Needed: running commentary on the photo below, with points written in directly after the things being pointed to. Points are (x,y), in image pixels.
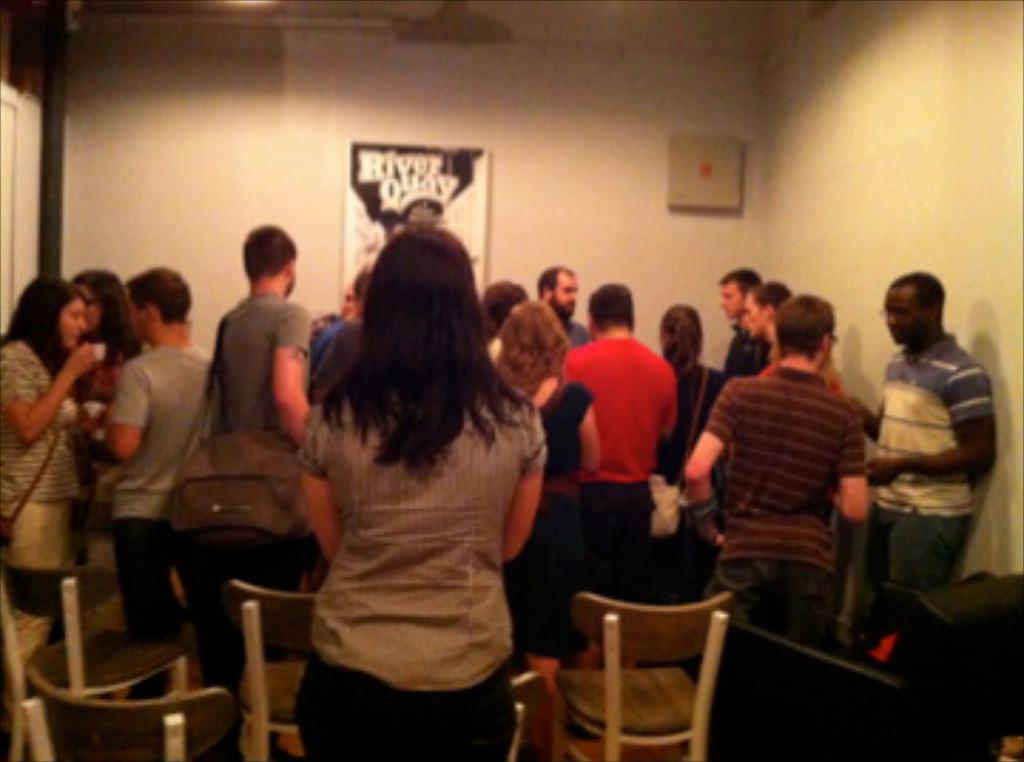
there are so many people (492,410) standing in a room (589,76) and there are some chairs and a poster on the wall (608,162).
